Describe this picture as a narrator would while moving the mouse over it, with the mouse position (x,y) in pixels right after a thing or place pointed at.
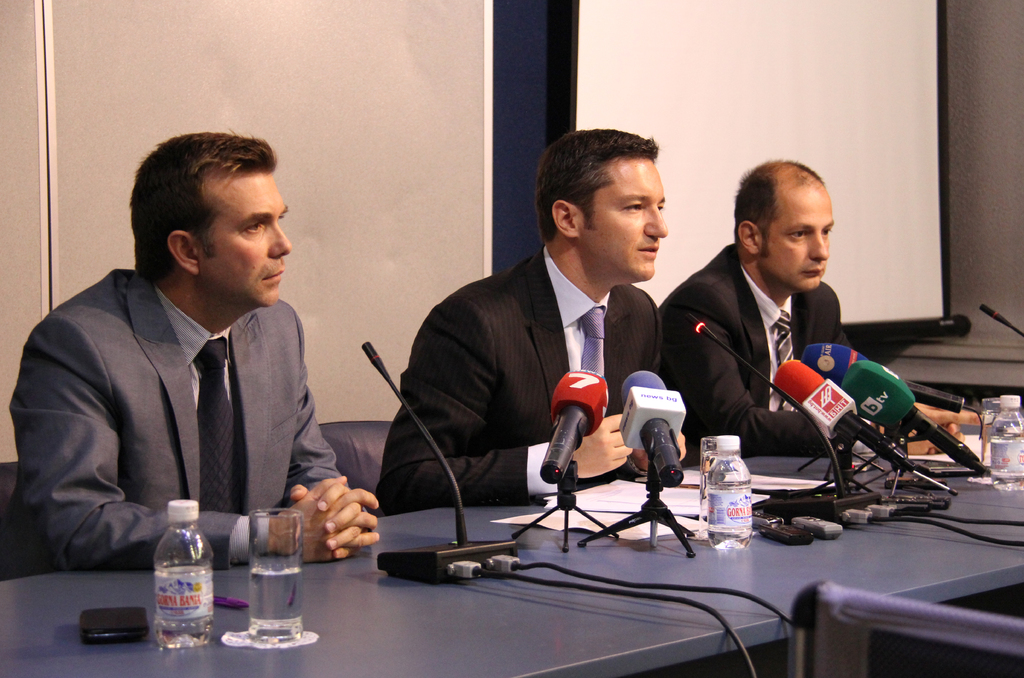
There are men (247,155) those who are sitting in the center of the image (560,256) and there is a table (681,652) in front of them, on which there are mics (677,426), papers (611,495), water bottles (725,446), and glasses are there, it seems to be there are screens (583,4) in the background area of the image (408,71).
